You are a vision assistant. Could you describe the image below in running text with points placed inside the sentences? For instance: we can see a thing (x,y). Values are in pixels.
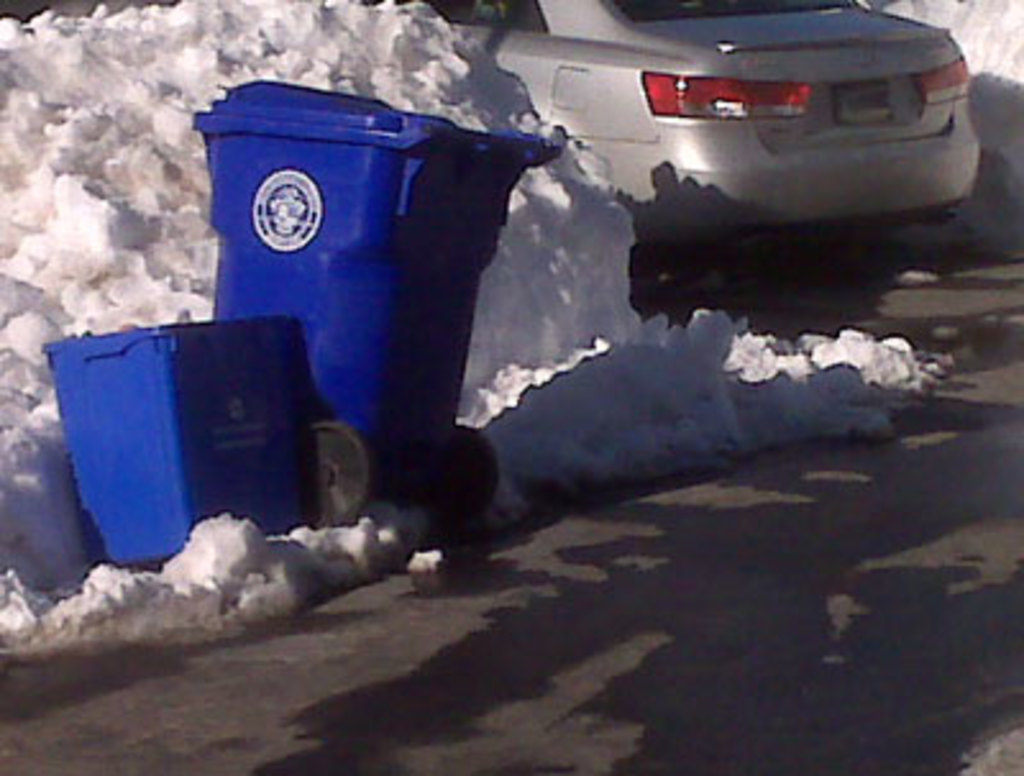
In this image we can see dustbin boxes (297,348), vehicle (634,195) and snow (151,189) on the road (730,678).
